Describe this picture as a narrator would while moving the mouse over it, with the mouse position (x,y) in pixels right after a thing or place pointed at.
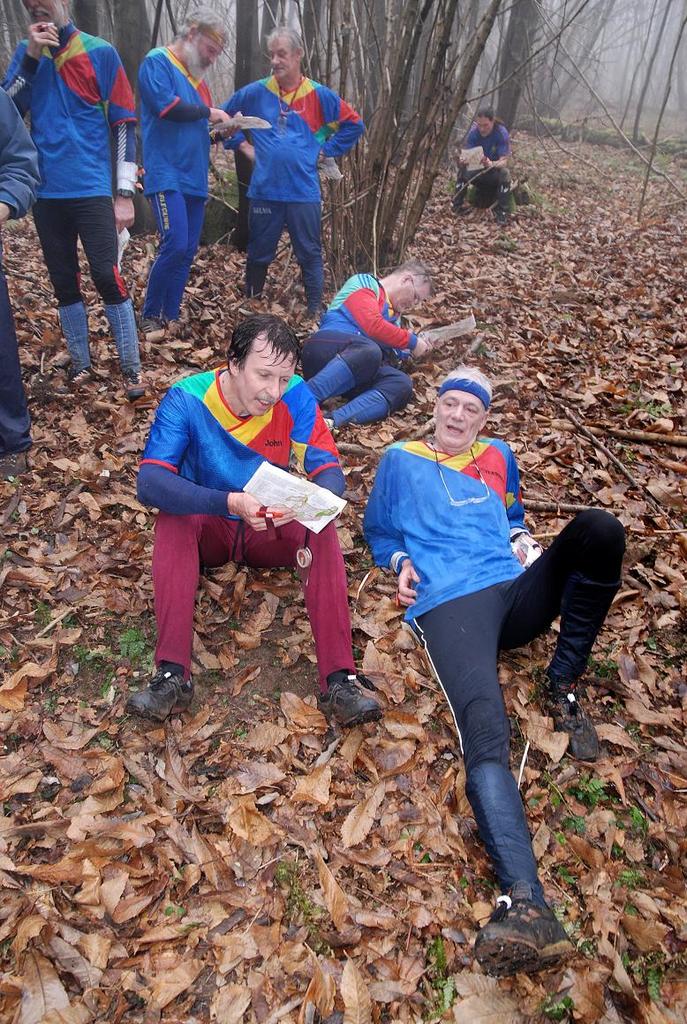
In this image, there is an outside view. There are some persons (266,94) standing and wearing clothes (43,168). There is a person (207,461) in the middle of the image (248,464) sitting on the ground (569,373) and holding a paper (269,504) with his hand (275,523). There are trees (404,44) at the top of the image (244,194).
